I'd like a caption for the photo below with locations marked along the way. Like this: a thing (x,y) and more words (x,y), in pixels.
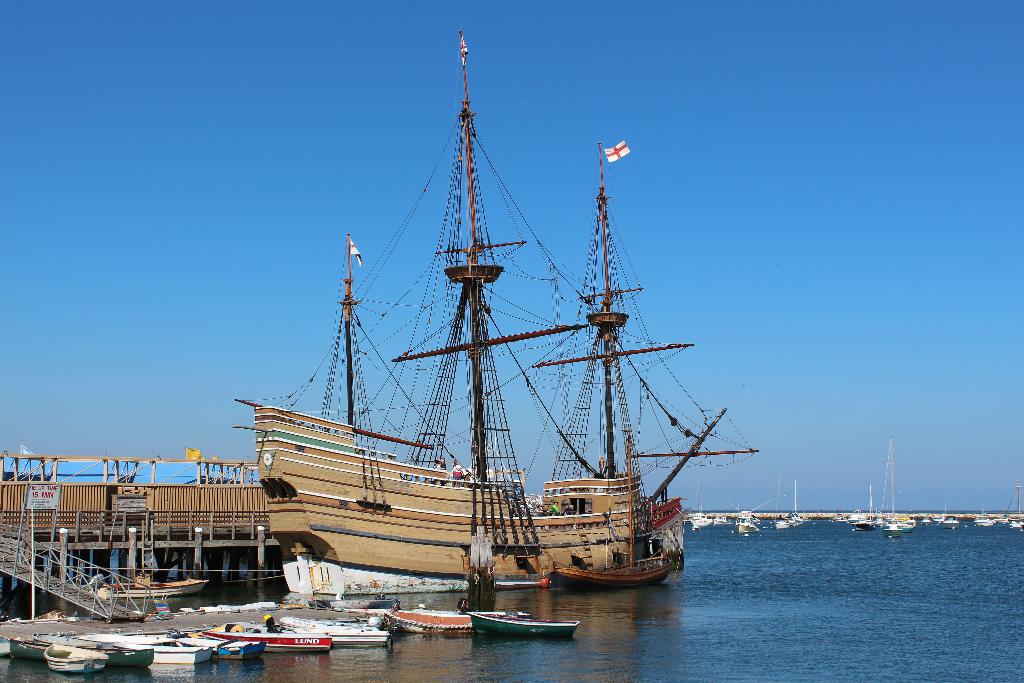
In this picture we can see few boats (416,624) and ships (531,555) in the water (691,577), and also we can see few metal rods (59,548).
